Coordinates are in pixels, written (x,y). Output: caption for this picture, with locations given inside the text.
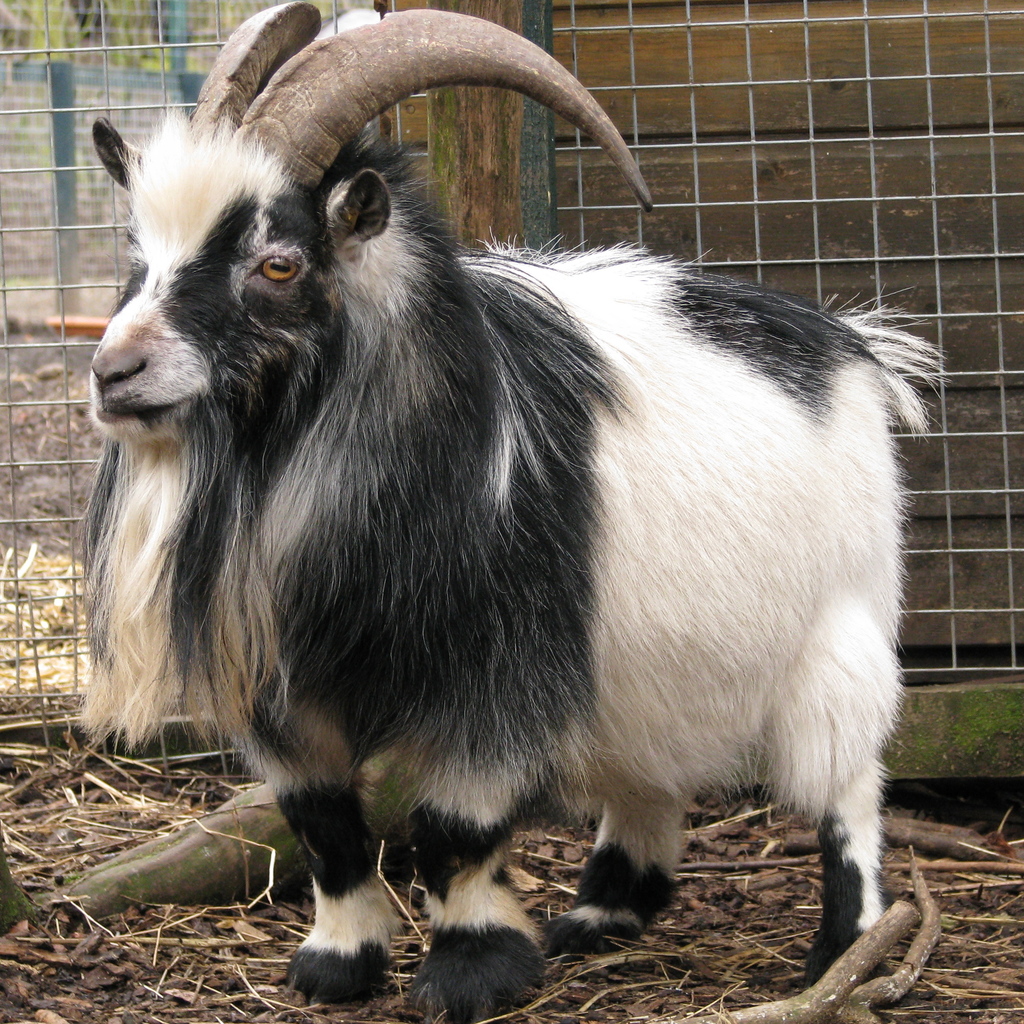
It's a goat (545,322) which is in black and white color, behind it there is an iron fencing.
